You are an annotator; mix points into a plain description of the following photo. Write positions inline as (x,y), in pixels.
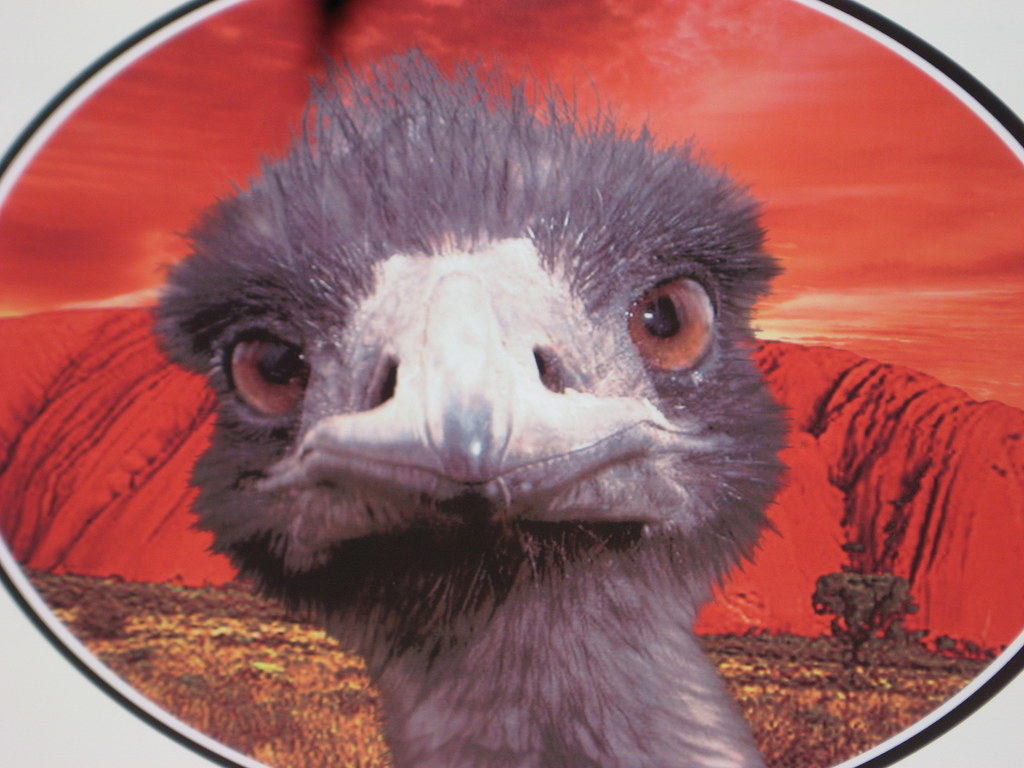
In this picture I can see a poster (502,598), on which I can see a depiction of a bird (494,262) in front (452,441) and in the background (142,286) I can see the red and brown color things (96,98).
